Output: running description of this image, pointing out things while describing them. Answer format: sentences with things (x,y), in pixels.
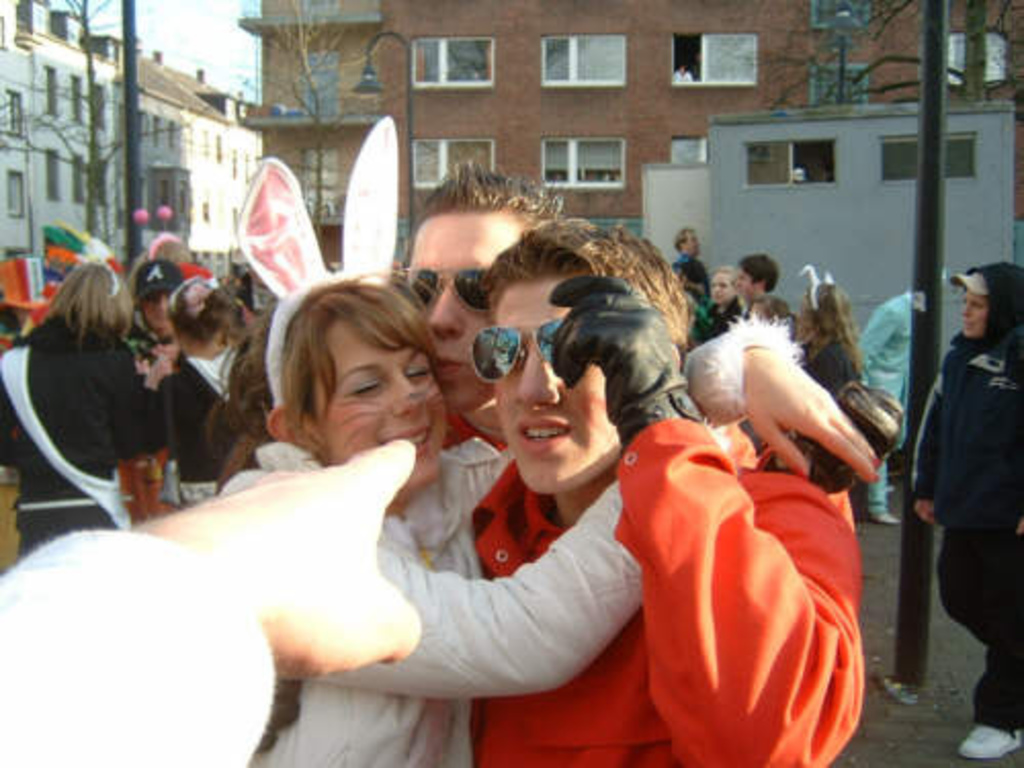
In the foreground of this image (501,502), there is a woman (358,372) in white dress (440,578) and two men (542,340) in an orange dress (675,442) standing on the ground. In the background (191,479), there are buildings (74,142), persons (967,412), poles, trees (90,128), and the sky (221,46).
